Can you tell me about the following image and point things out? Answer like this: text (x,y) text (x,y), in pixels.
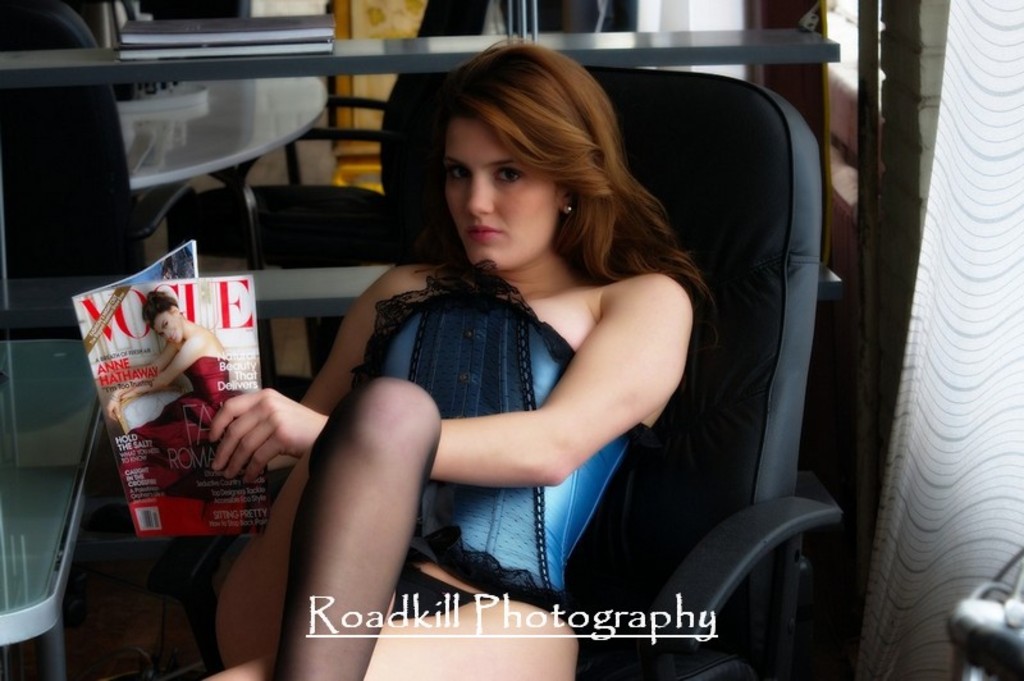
In this image I can see a person (474,350) sitting on the chair (729,456) and holding the book (193,402). She is wearing the blue color dress (381,374). To the side there is a white curtain (964,341). In the back (416,137) there are chairs (309,202) and the table (135,155). There are books (300,43) on the rack (466,55).
